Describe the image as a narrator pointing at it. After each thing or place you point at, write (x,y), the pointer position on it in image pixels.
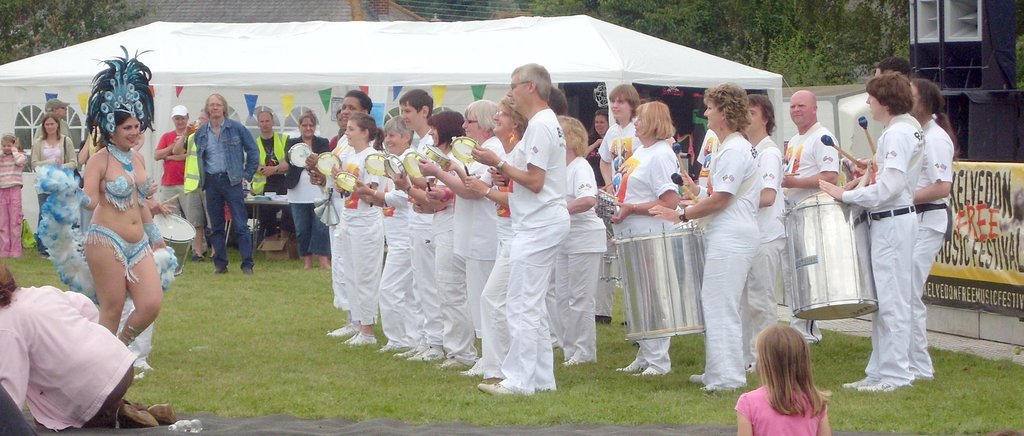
In this picture I can see group of people (357,168) standing, there is a woman (133,117) dancing, there are group of people (883,203) standing and holding the musical instruments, there is grass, there is a banner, there is a tent (357,79), there are decorative flags (397,90), this is looking like a wall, and in the background (714,26) there are trees (608,14).
